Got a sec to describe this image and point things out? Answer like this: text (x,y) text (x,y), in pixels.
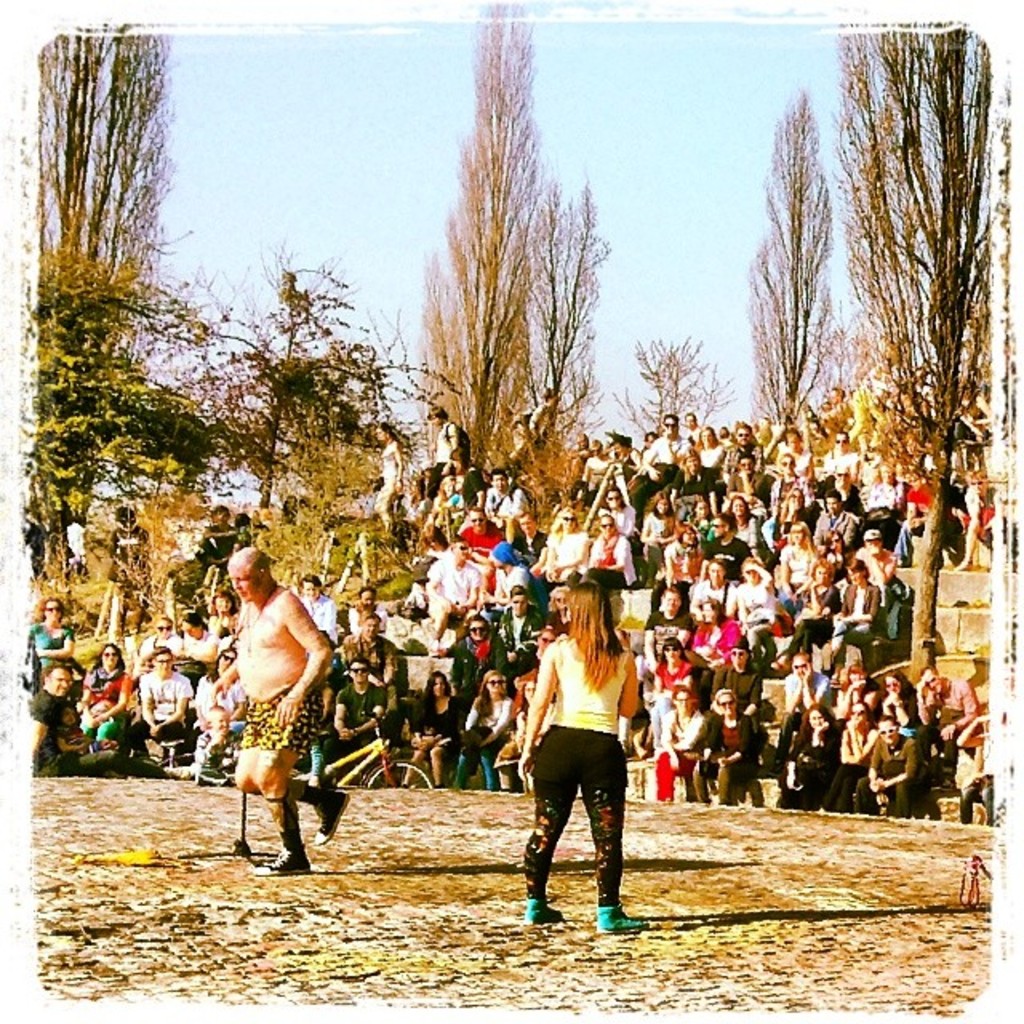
In this image there is a person (280,701) hopping on a leg (281,773), beside the person (289,721) there is a woman (559,784) standing, behind the person (320,655) there are a few people (437,639) sitting on stairs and watching them, in the background of the image (262,438) there are trees (503,297).
